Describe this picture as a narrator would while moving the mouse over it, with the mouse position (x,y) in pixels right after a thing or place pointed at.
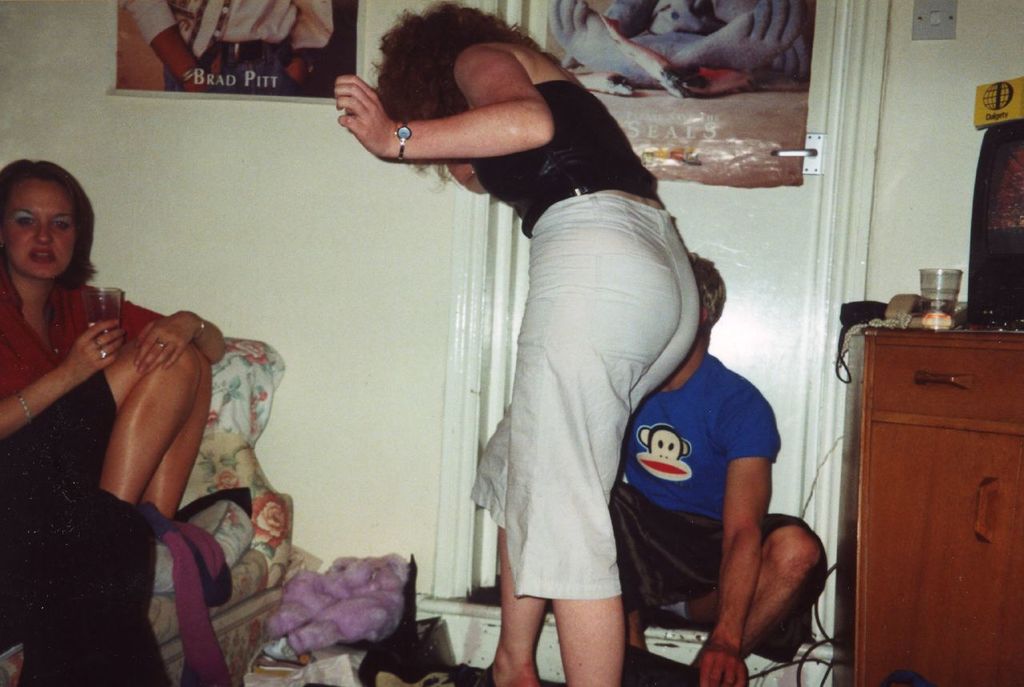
In this picture we can see group of people (556,297), on the left side of the image (49,326) we can see a woman (49,340), she is seated on the sofa (204,471) and she is holding a glass (90,321), beside to them we can see a glass (935,304), telephone (905,304) and other things (977,305) on the table (927,345), in the background (747,231) we can see few posters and a door (757,245).
